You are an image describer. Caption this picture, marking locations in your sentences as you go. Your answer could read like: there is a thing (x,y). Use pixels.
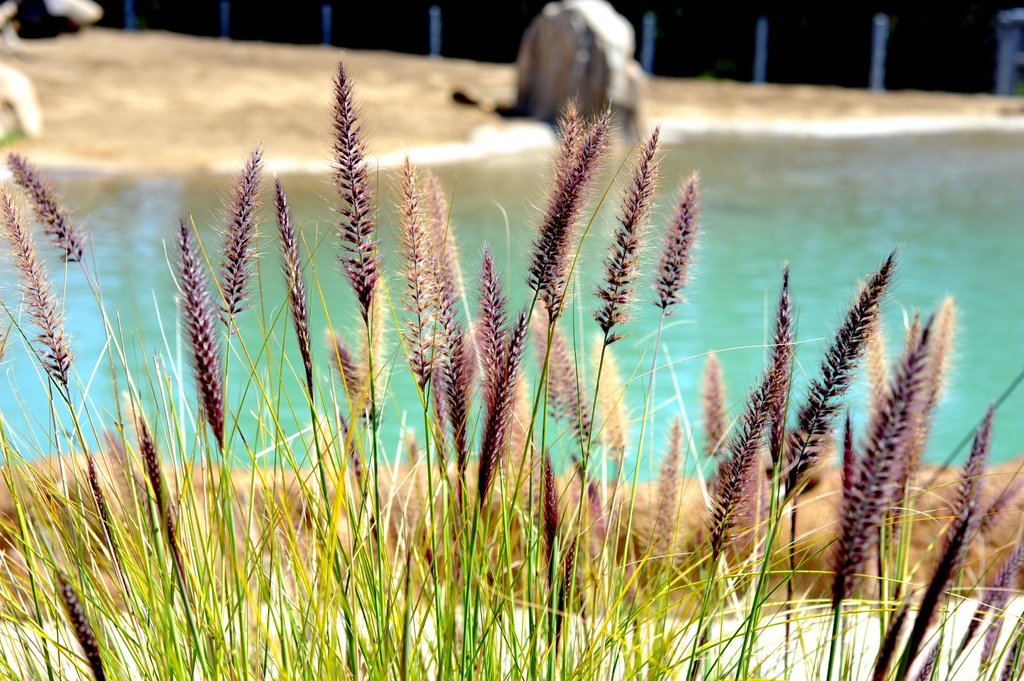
In this picture I can see the plants (327,497) in the foreground (322,551). I can see water (478,254). I can see the rock (571,43) in the middle of the picture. I can see the sand (203,81) in the background (435,112).
